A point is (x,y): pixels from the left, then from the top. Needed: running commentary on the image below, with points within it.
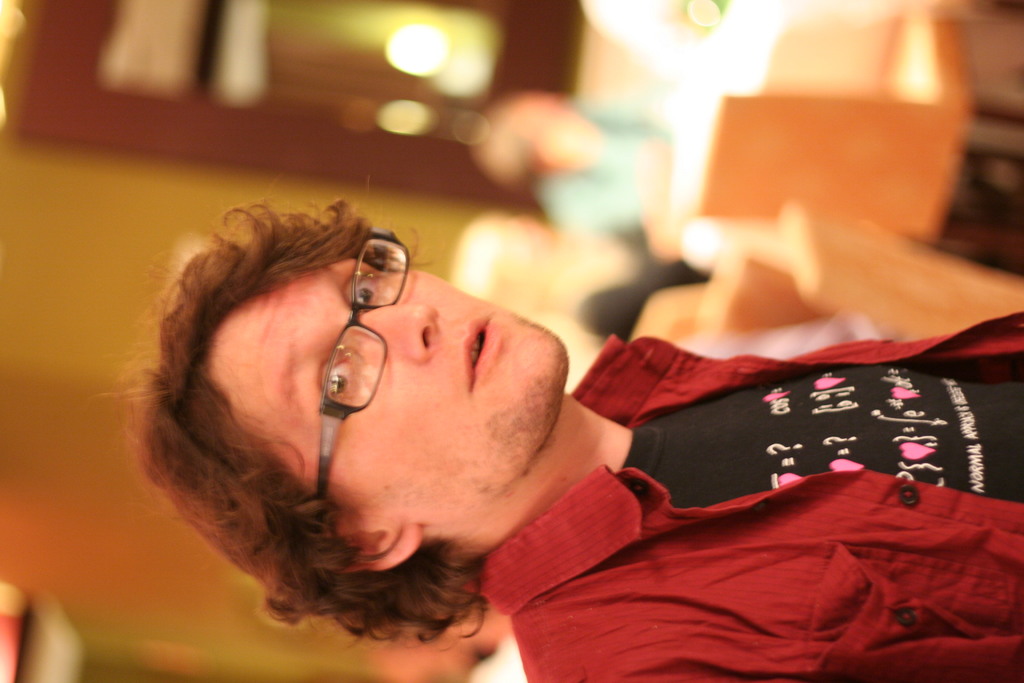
In this image there is a man (819,520) wearing glasses (362,291) and standing, in the background (430,115) there it is blurred.
